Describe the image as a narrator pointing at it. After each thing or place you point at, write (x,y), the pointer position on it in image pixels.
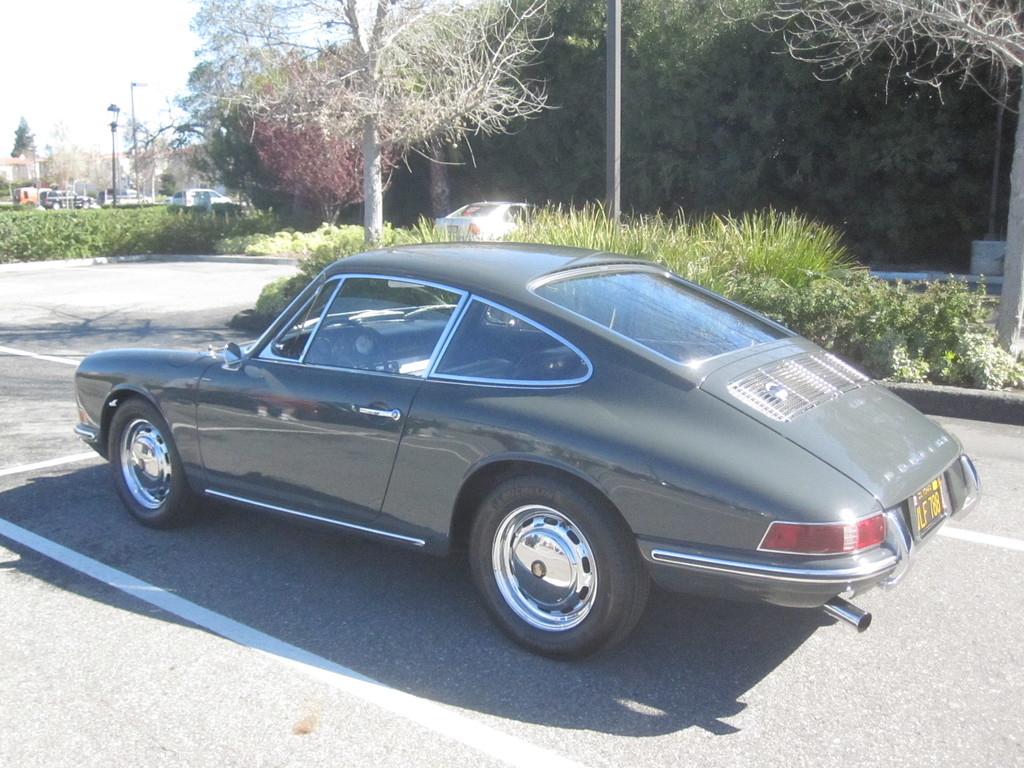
In this picture there is a car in the center of the image (544,435) and there are trees (578,132) and other cars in the background area of the image (479,163).
